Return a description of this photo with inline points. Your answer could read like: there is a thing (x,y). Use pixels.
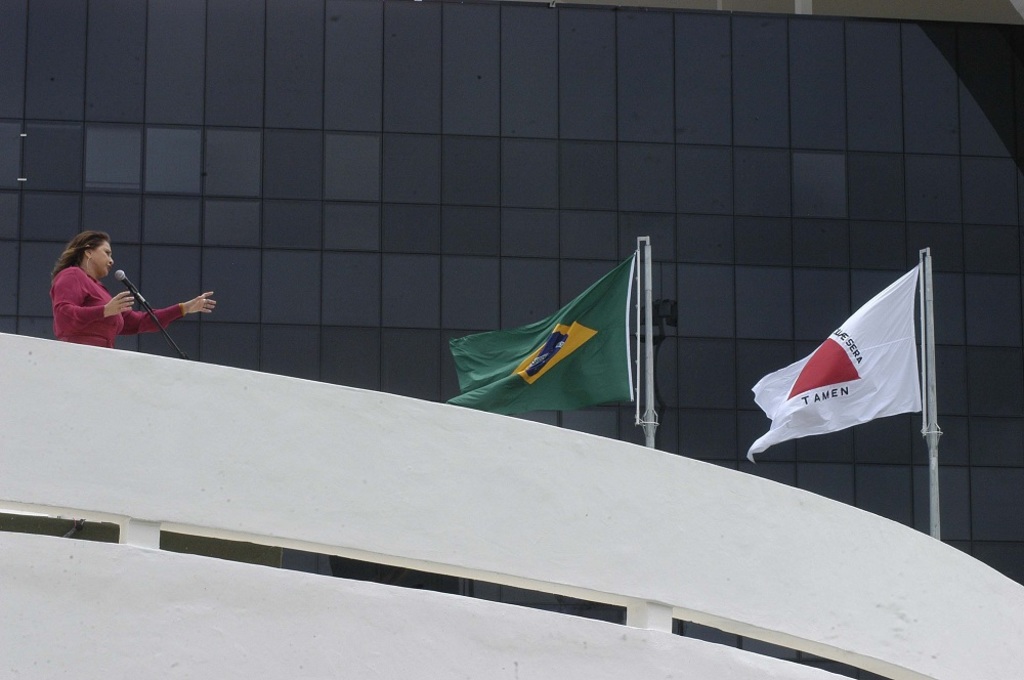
In this image in the left (97,302) a lady (91,296) is standing. In front of her there is a mic (135,296). Here there are two flags (879,403). In the background (372,340) there is a building (718,368).
